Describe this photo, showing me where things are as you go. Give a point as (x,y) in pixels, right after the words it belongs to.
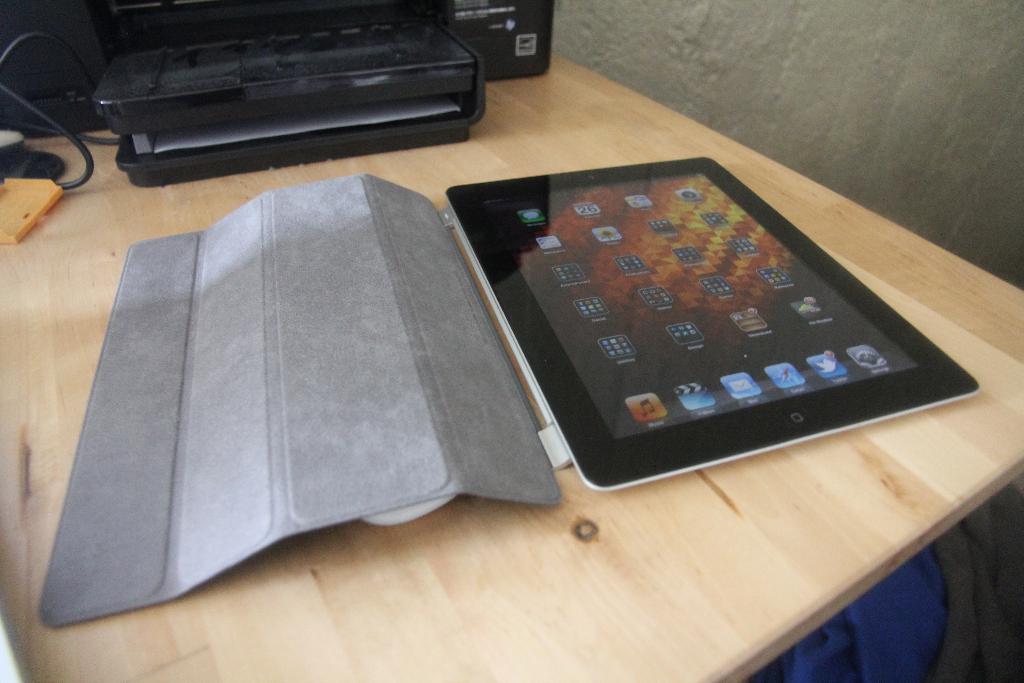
This picture contains a tablet (753,376) and a black color box (272,119) are placed on the wooden table (630,550). Beside that, we see a wall (872,111) in white color and at the bottom of the picture (913,620), we see a blue color sheet (901,615).
